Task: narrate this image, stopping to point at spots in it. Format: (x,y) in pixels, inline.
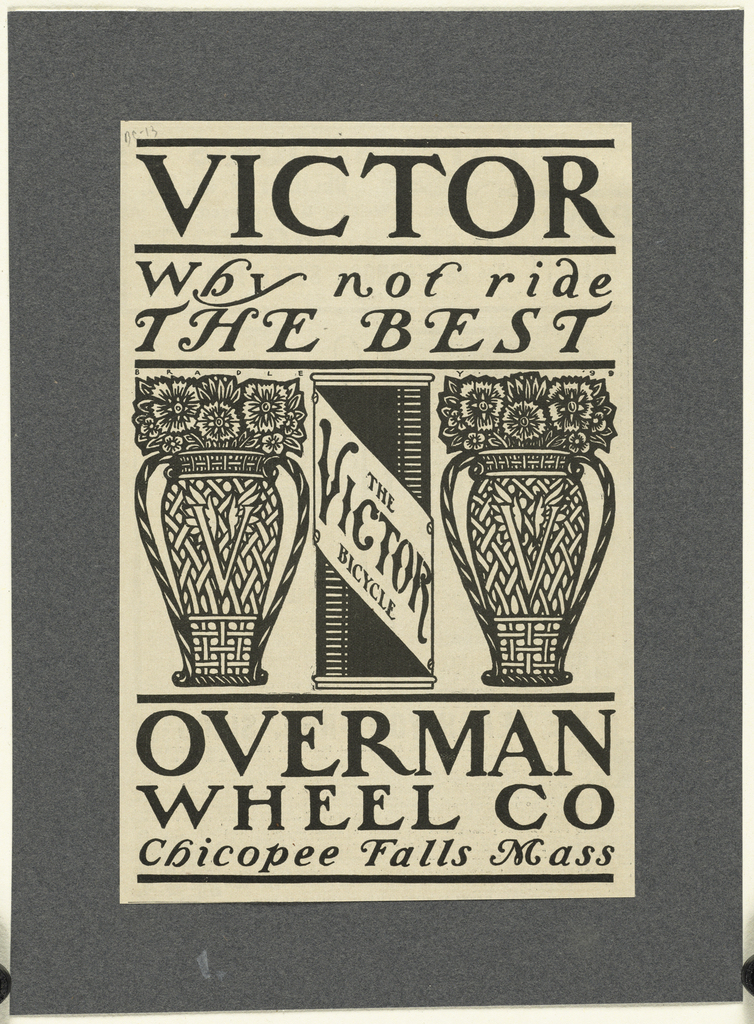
In this picture, it looks like a poster (286,506). On the poster (566,811) there are images (524,504) of flower vases (507,499), and there is written something on it.
